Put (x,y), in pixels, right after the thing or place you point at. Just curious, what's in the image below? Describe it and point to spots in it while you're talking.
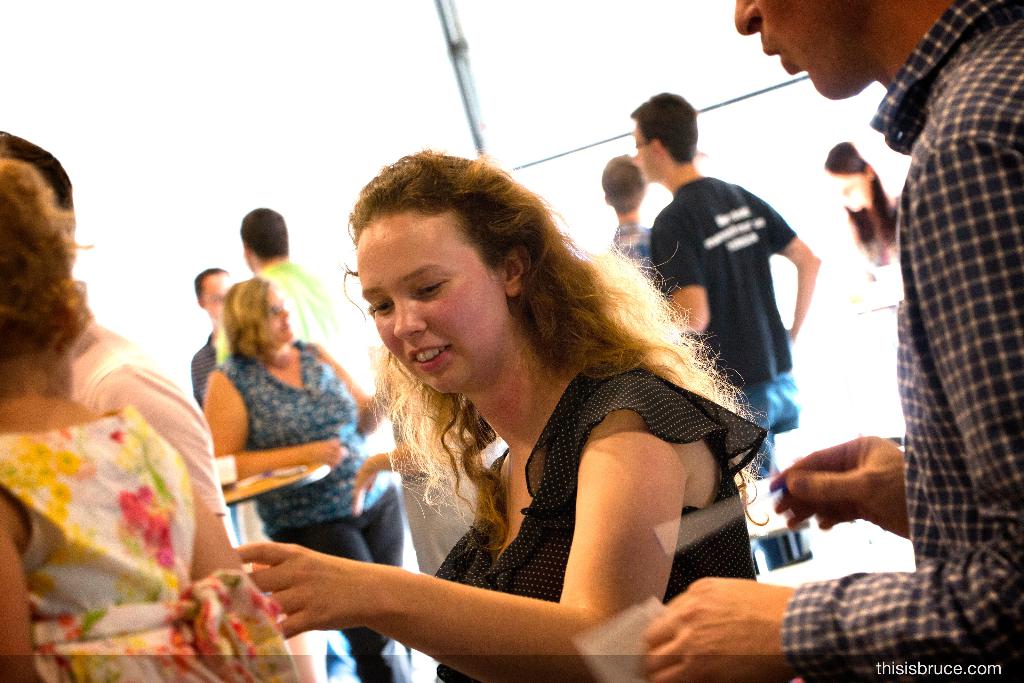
This image consists of many people (202,520). In the front (485,654), there is a woman (491,391) wearing a black dress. Beside him, there is a man (963,463) standing. The background (621,9) is white in color.
